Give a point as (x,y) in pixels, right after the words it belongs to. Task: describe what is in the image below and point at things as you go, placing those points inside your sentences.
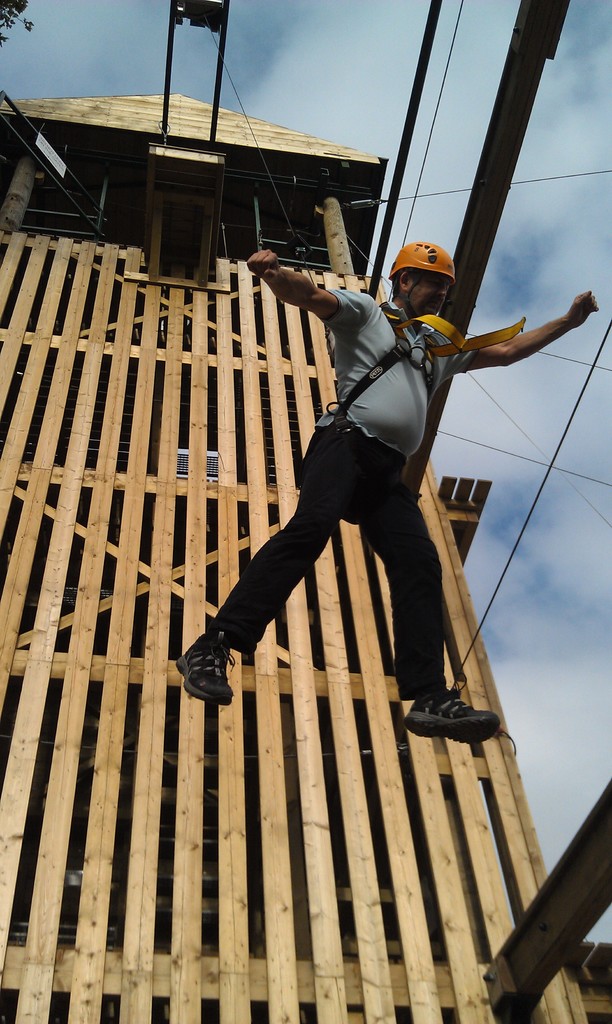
There is a person (351,511) in the air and there is a rope (286,215) tightened to him and there is a wooden fence wall (195,532) behind him.
